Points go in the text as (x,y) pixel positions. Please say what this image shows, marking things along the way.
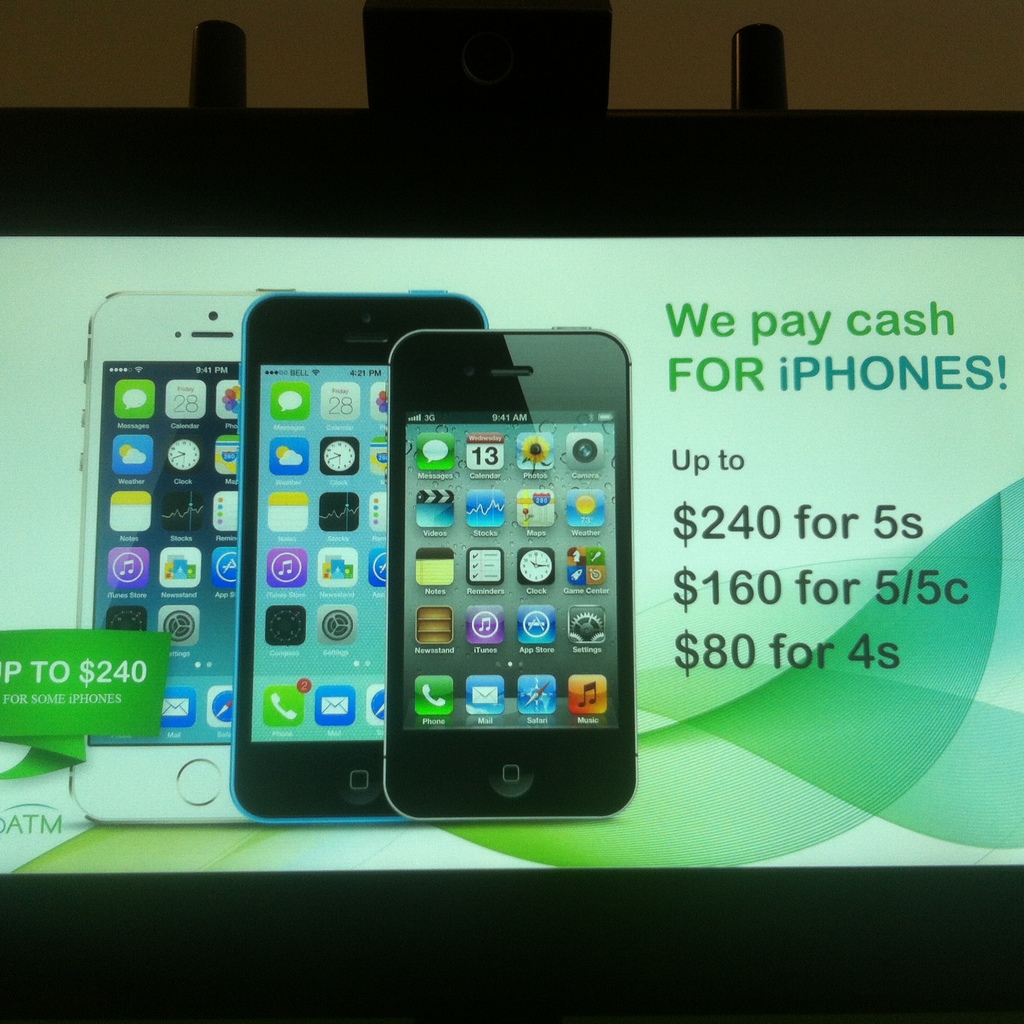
This is an advertisement and here we can see images of mobiles (470,471) and there is some text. In the background (869,86), there is a wall (883,41).
